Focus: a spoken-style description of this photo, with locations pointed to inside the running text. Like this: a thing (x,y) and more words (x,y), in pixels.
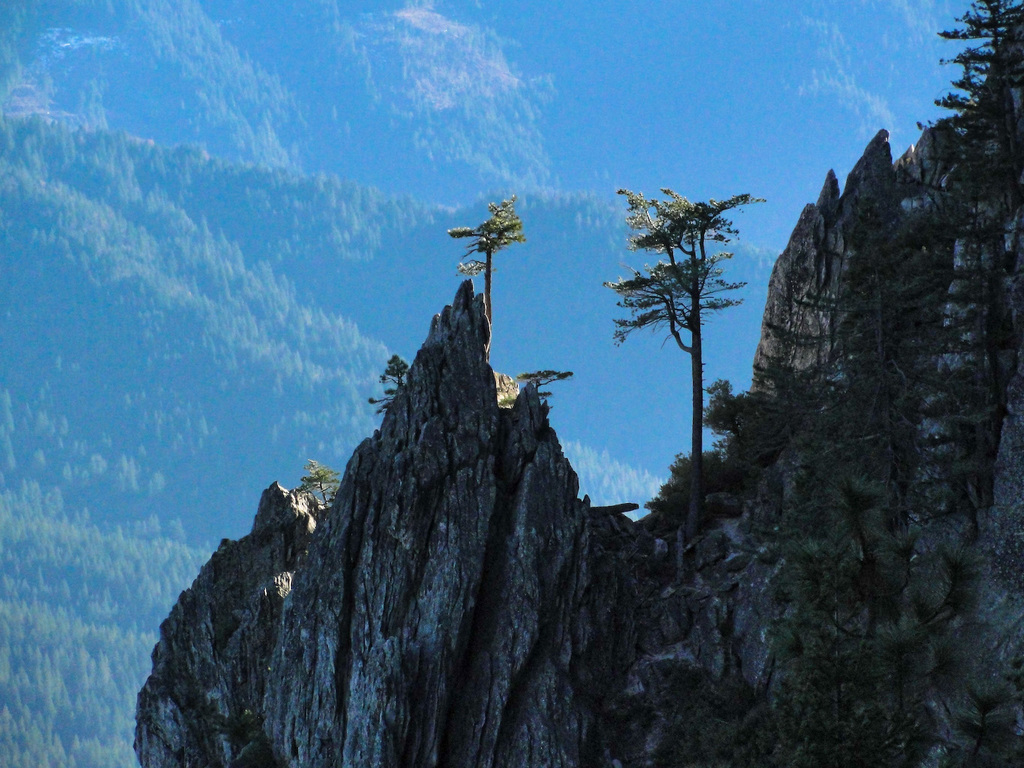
In this image we can see a mountain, on the mountain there are some trees (988,133), in the background (64,522) we can see the hills (594,337).
